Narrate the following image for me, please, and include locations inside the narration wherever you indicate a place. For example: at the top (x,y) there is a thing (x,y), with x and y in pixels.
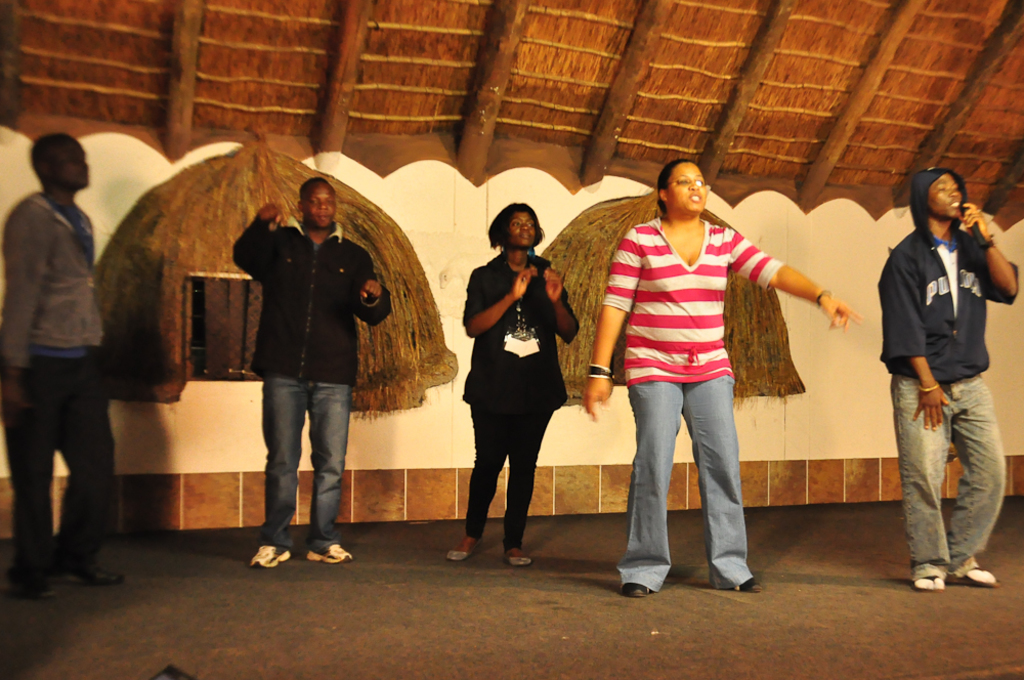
This picture seems to be clicked inside the room (729,231). In the center (654,318) we can see the group of people (302,225) seems to be standing on the ground (402,527) and we can see a microphone (978,230). In the background (1009,246) we can see the wall (873,354), windows (209,304) and some other objects (419,273). At the top (706,66) we can see the roof (718,68).
